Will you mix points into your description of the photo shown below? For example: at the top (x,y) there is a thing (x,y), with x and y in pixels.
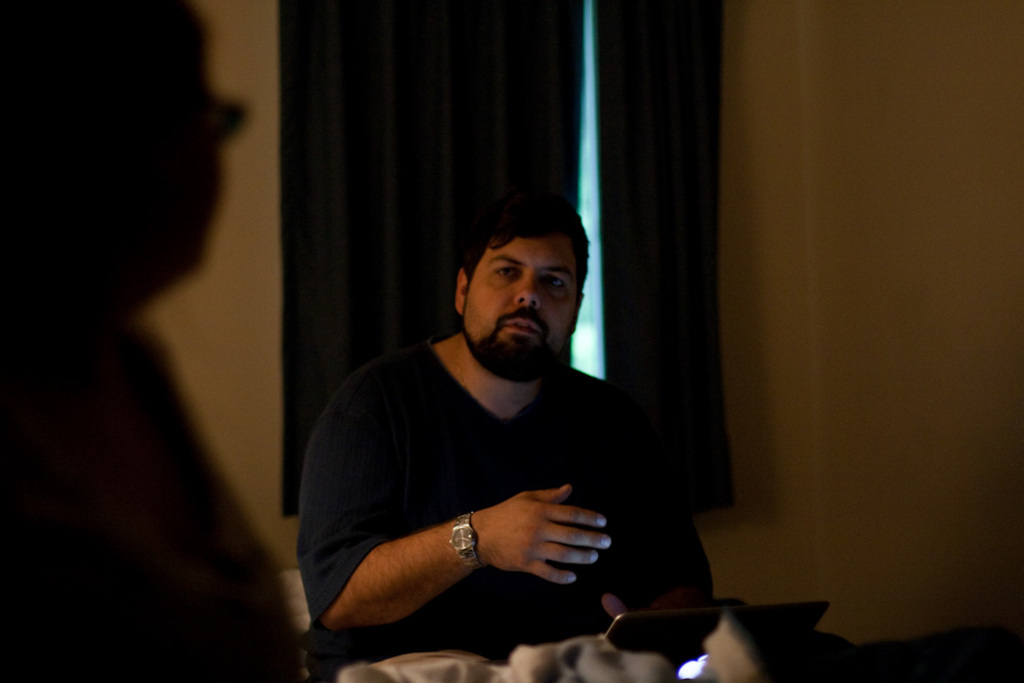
In this picture I can see a man (408,460) seated and I can see a laptop (679,625) and couple of curtains (493,64) to the window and I can see a person (100,277) in the front (64,212).
